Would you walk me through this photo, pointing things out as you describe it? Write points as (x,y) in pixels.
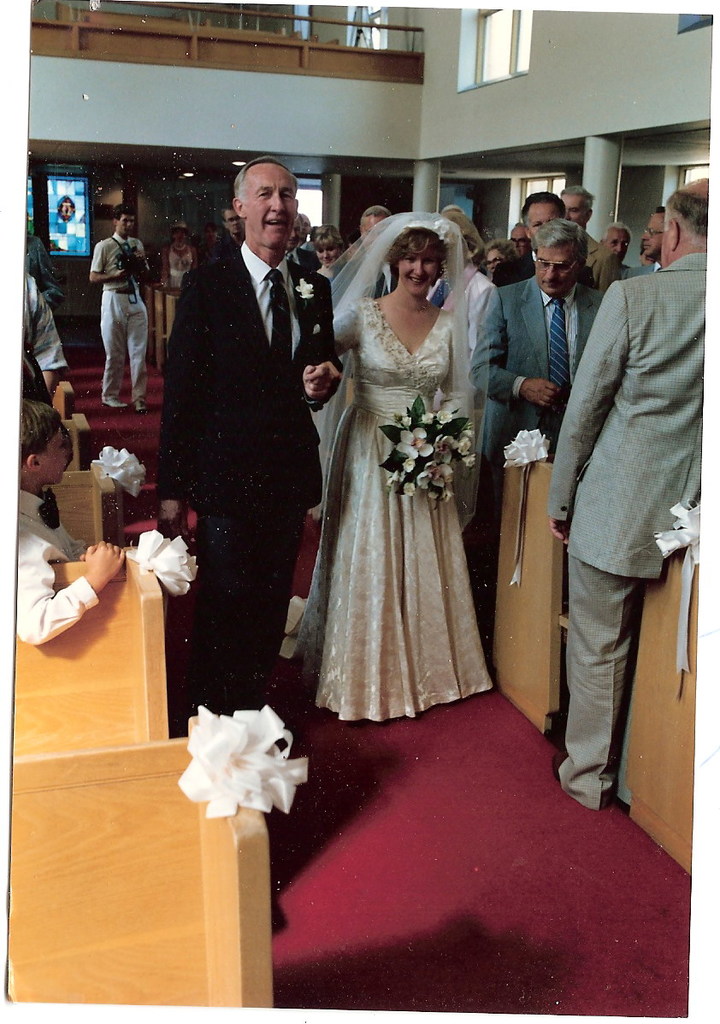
There is a man (260,263) in suit (229,341) holding a hand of a woman (370,331) who is in white color dress (438,313) and is holding flower bouquet (412,458) with other hand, on the floor (419,720) which is covered with red color carpet (453,889). On the both sides of this carpet (466,834), there are chairs (677,677) arranged. On the left side (60,527), there is a person (57,531) sitting on a chair (104,594). On the right side (649,536), there are persons (575,203) standing. In the background (117,224), there are persons (104,273) standing, there are pillars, a window (511,27), balcony (317,33) and white wall (196,91).
